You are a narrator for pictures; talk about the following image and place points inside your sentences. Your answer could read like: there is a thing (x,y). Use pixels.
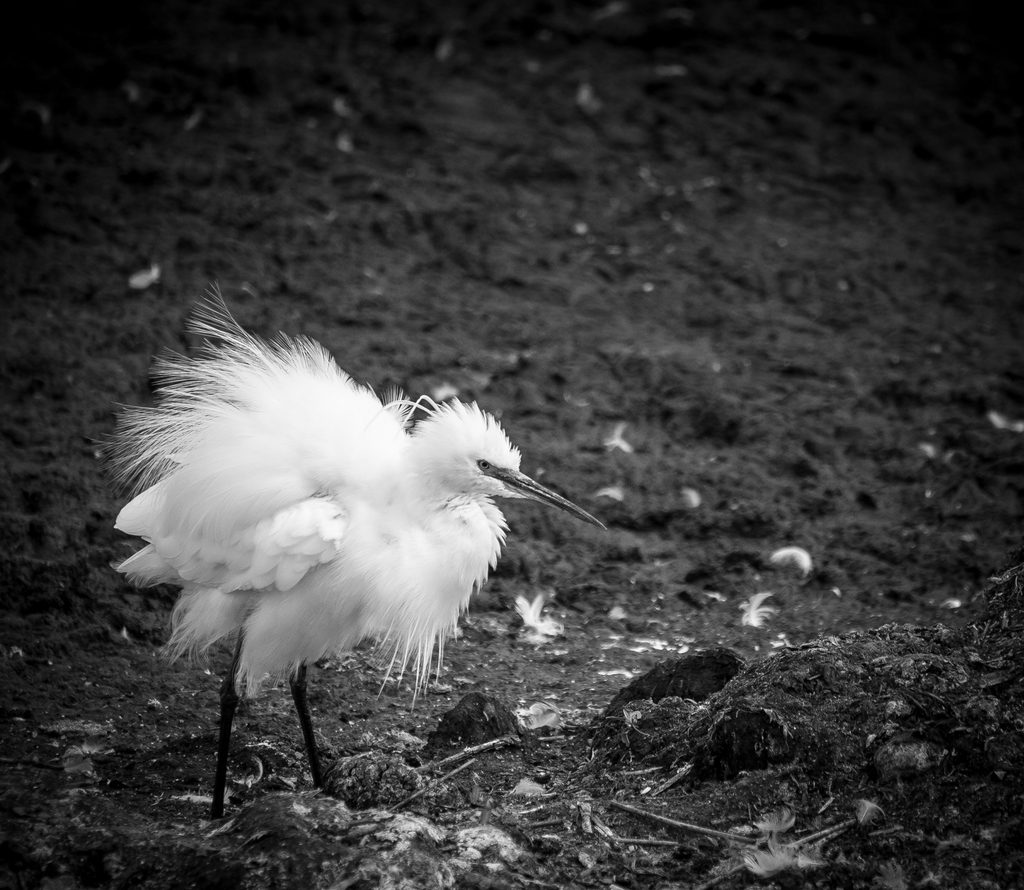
In this picture we can see a bird (395,574) in the front (352,540), at the bottom (100,819) there is soil (746,268), it is a black and white picture.
